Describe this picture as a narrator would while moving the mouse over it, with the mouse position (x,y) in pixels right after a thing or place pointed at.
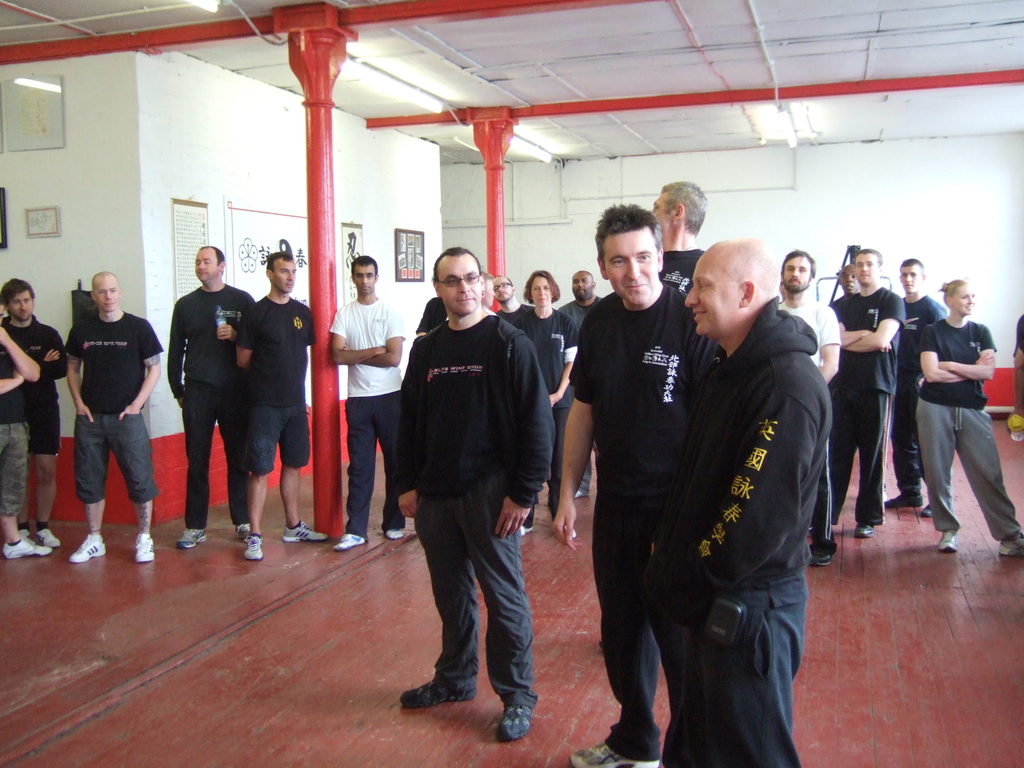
In the hall (446,140) there are many people (442,320) standing. On the wall (165,250) there are paintings (296,239), hangings (241,234). Most of them are wearing black dress (764,344). There are red pillars (317,110) in the room (336,200).
